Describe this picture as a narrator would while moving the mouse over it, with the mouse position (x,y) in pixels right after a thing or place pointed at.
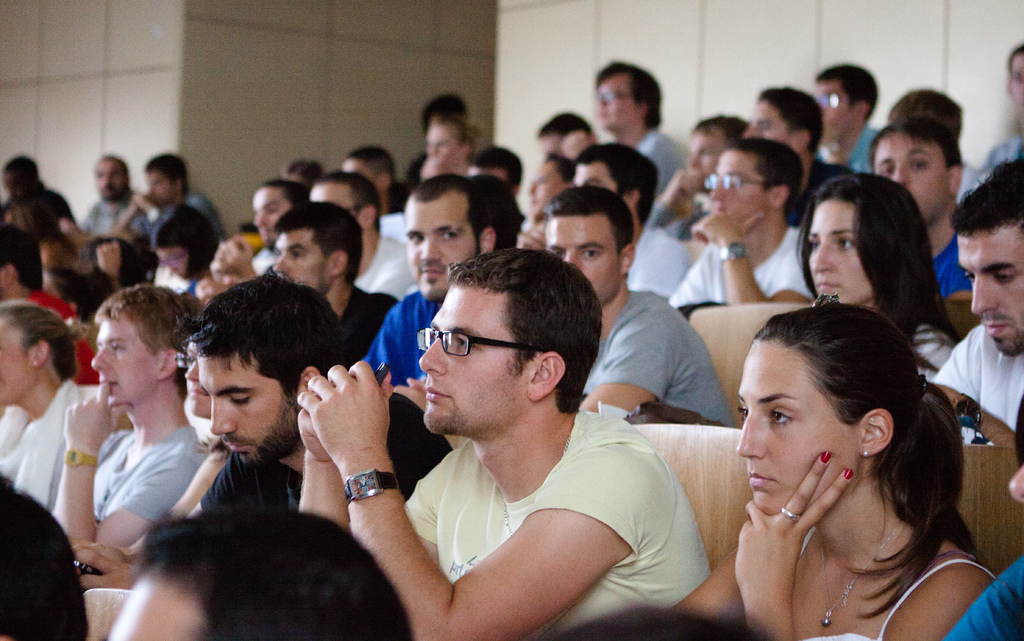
In this image we can see these people (372,611) are sitting on the chairs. This part of the image is slightly blurred, where we can see the wall (470,29).
